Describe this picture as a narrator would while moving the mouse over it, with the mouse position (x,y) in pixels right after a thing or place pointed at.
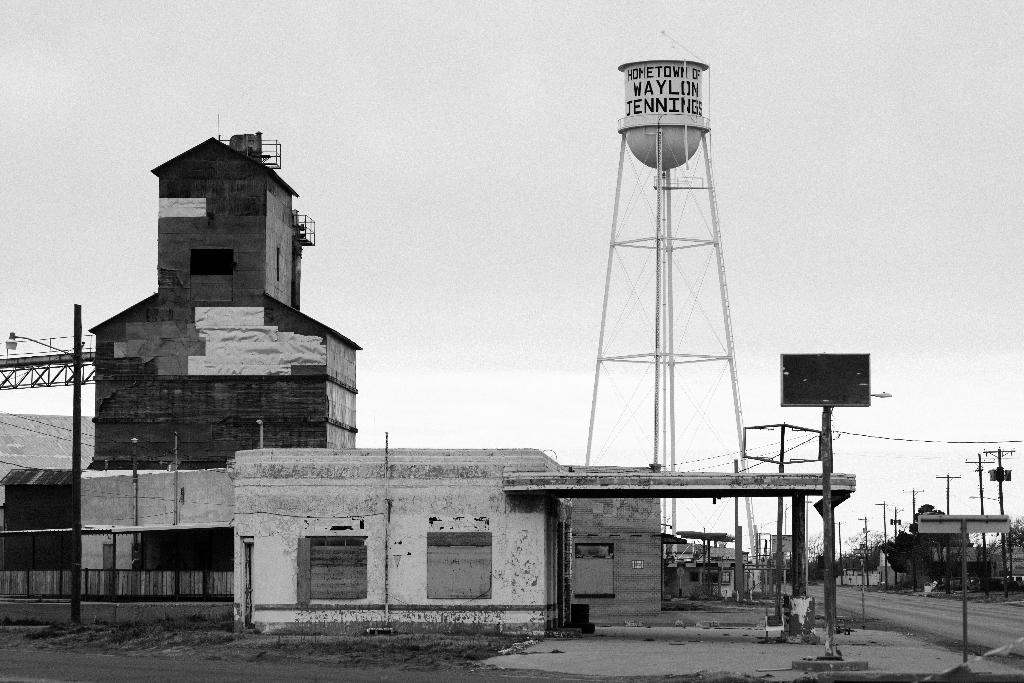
In this picture I can see few buildings (471,503) and on the right side of this picture (843,588) I can see the road (919,601) and I see few poles (1003,551) and in the middle of this picture (611,251) I can see a tower (731,359), on which there is something written. In the background (501,72) I can see the sky (486,175). I can also see that this is a black and white image. On the right side of this image (987,549) I see few trees (919,549).
